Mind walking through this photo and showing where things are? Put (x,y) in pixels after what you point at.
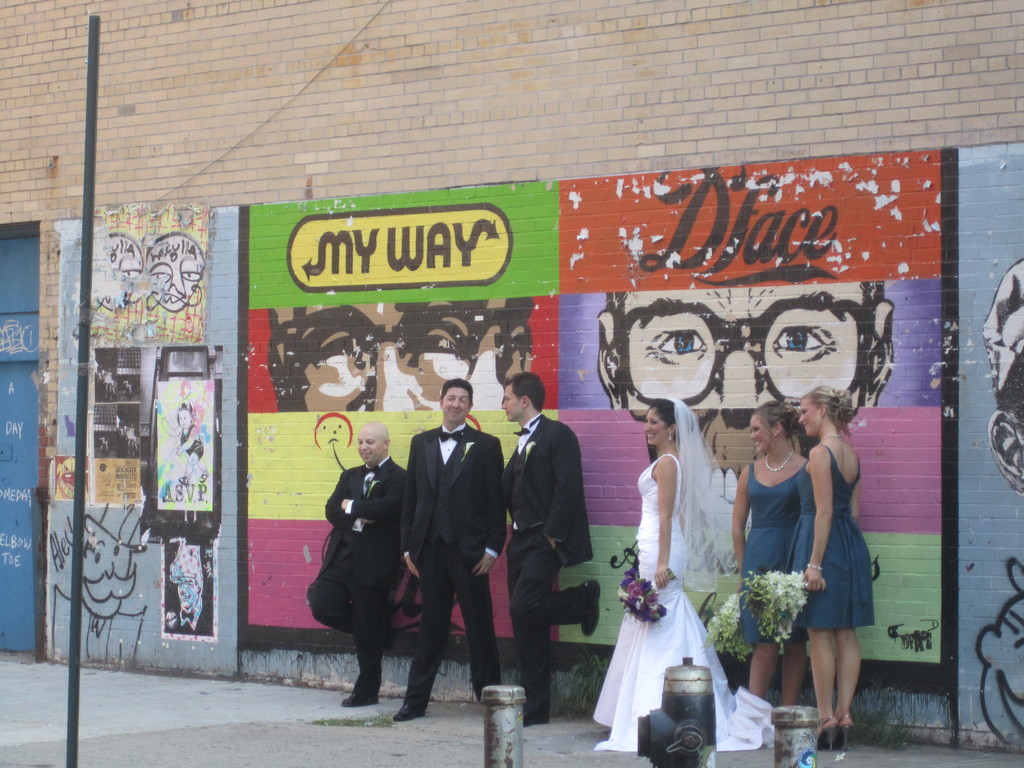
In this image there are three men (391,566) standing on the floor (431,732). Beside them there are three woman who are standing on the floor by holding the bouquets (766,605). Behind them there is a wall (786,280) on which there is some painting (800,314). On the left side (84,299) there is a pole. At the bottom (486,726) there are two poles (487,736). On the left side (9,375) it seems like a blue color door (9,405).
